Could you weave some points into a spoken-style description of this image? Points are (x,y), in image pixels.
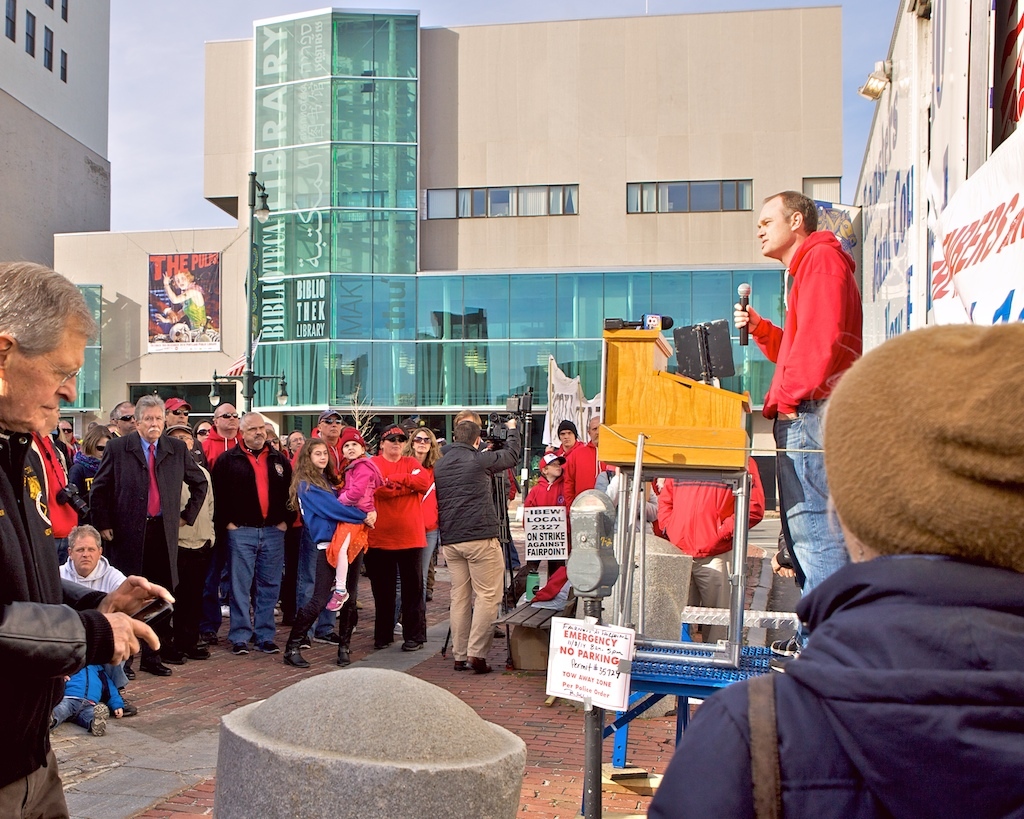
In this image there is a person (786,358) standing and holding a mic (748,287) in his hand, in front of him there is a table (659,384) with some objects (683,371) on it and there are a few people (23,532) standing and sitting and there are a few objects (380,720) on the path (137,718), behind the person (809,502) there are a few banners (966,257) with some text (953,270) on it. In the background (446,117) there are buildings (446,117) and the sky (198,62).
